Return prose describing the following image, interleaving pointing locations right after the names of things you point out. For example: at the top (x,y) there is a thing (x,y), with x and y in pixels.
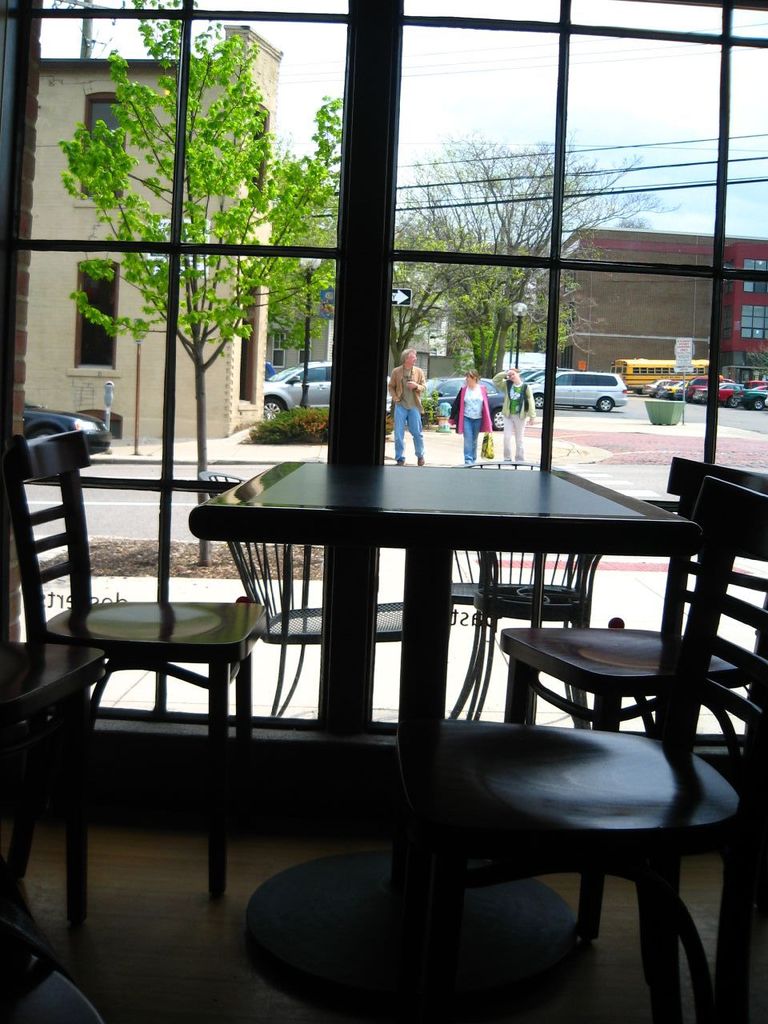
In this picture there is a woman (471,424) who is wearing pink jacket (488,412), t-shirt (470,409), jeans (477,433) and shoes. Beside her I can see the man (409,389) who is wearing jacket (423,389), jeans (401,426) and shoe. Beside her there is a girl (508,420). They are standing near to the road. At the bottom (544,840) I can see the chairs (659,909) and table (363,525). In the background (279,295) I can see the trees (426,277), plants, grass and buildings (72,383). In front of the building (752,378) I can see the cars (671,379), trucks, bus (613,367) and other vehicles (720,399) which are parked in the parking (710,402). Beside the zebra crossing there is a sign board (687,347). At the top (751,208) I can see the sky (475,80) and electric wires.
